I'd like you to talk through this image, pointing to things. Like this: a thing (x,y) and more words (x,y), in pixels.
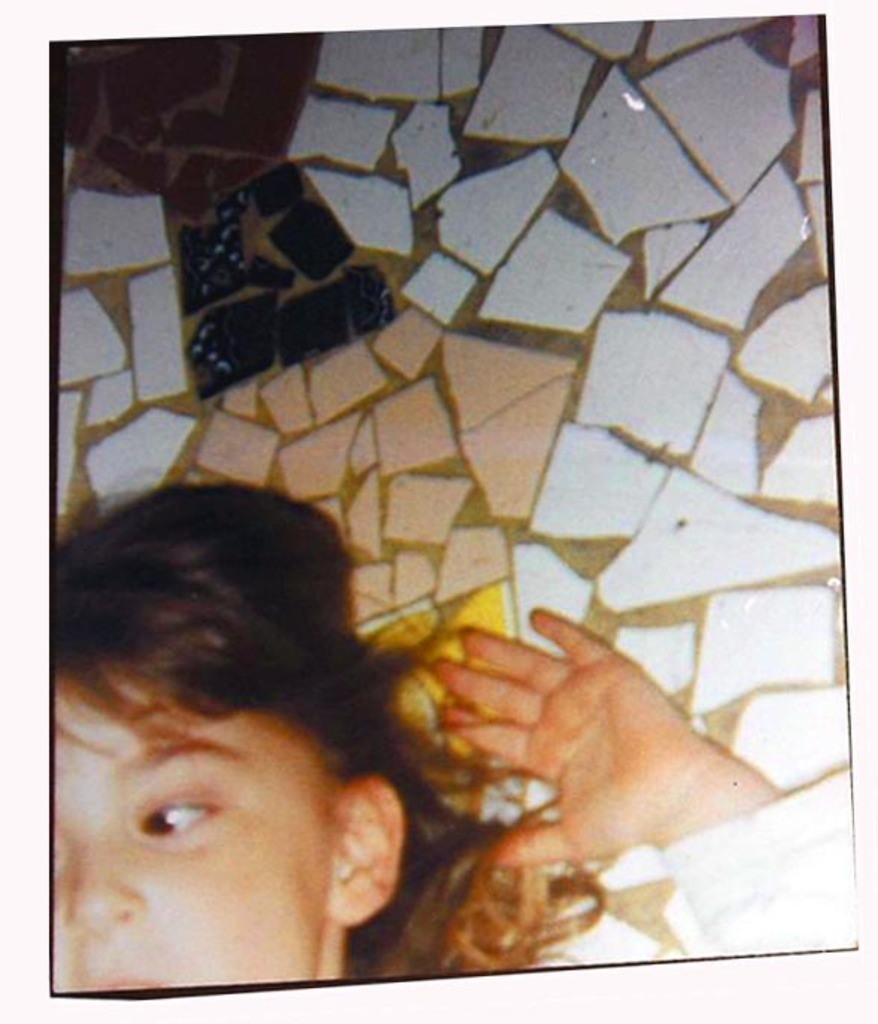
In this image at the bottom (216,755) there is one girl (251,737), and in the background (266,439) there is a wall (694,532).
